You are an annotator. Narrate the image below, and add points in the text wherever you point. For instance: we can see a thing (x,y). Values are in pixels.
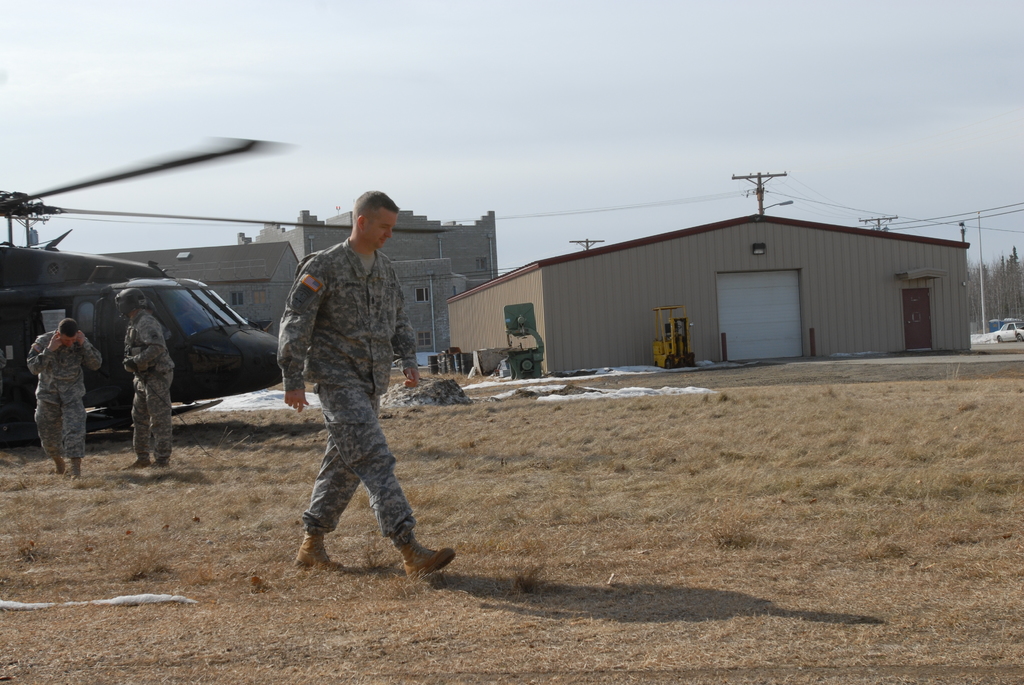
In the foreground of this image (353,388), there is man (362,450) walking on the ground (56,495) in military dress (332,405). On left (56,417), there are two persons (76,421) standing on the ground (112,449) and behind them there is a copter (53,276). On right (948,381), there is a grass (949,411), building (897,291), vehicles (1020,334), poles (983,270) trees (989,267). In the background (436,265), there are buildings (487,255), poles (600,241), cables (606,211) and the sky (407,127).
